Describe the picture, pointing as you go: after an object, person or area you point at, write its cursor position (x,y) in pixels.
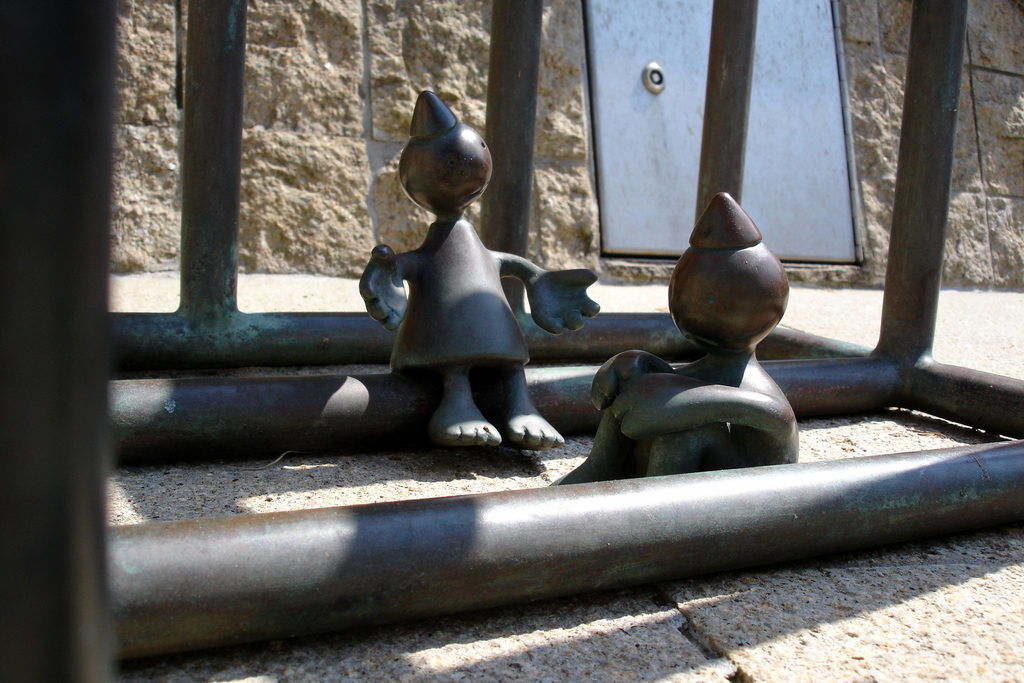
In the center of the image (474,349) we can see two toy type objects (607,372), which are in brown color. And we can see the rods (206,559) around them. In the background (336,60) there is a wall (545,71), door (622,46) and a few other objects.
